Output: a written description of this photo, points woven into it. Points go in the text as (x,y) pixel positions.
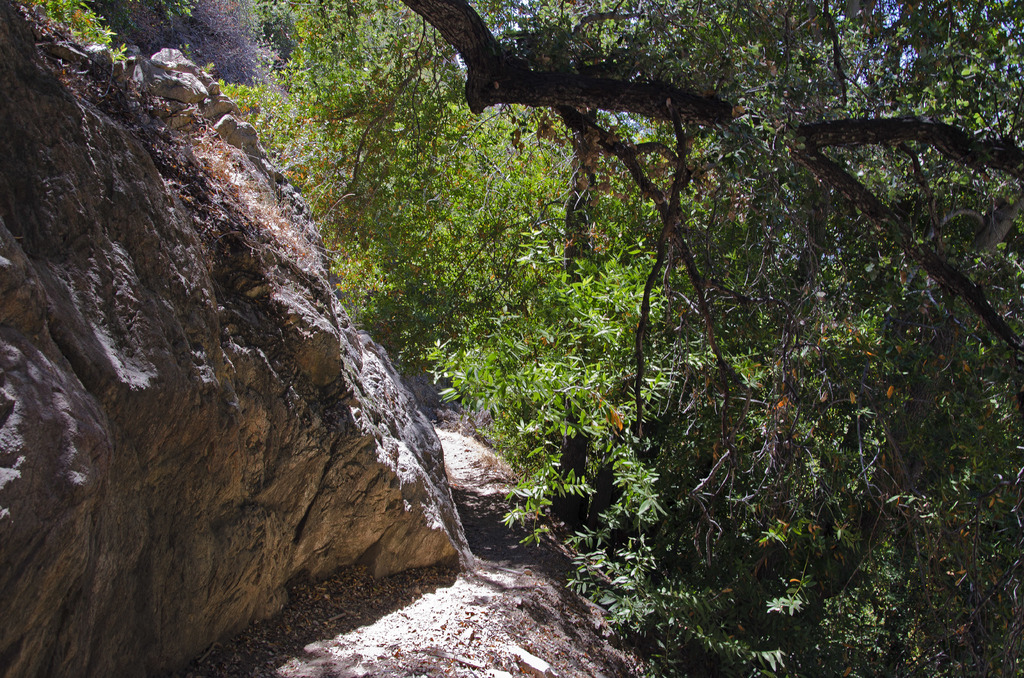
This image is clicked outside. There are trees (631,385) in the middle (537,230). There are rocks (127,424) on the left side (134,519).
